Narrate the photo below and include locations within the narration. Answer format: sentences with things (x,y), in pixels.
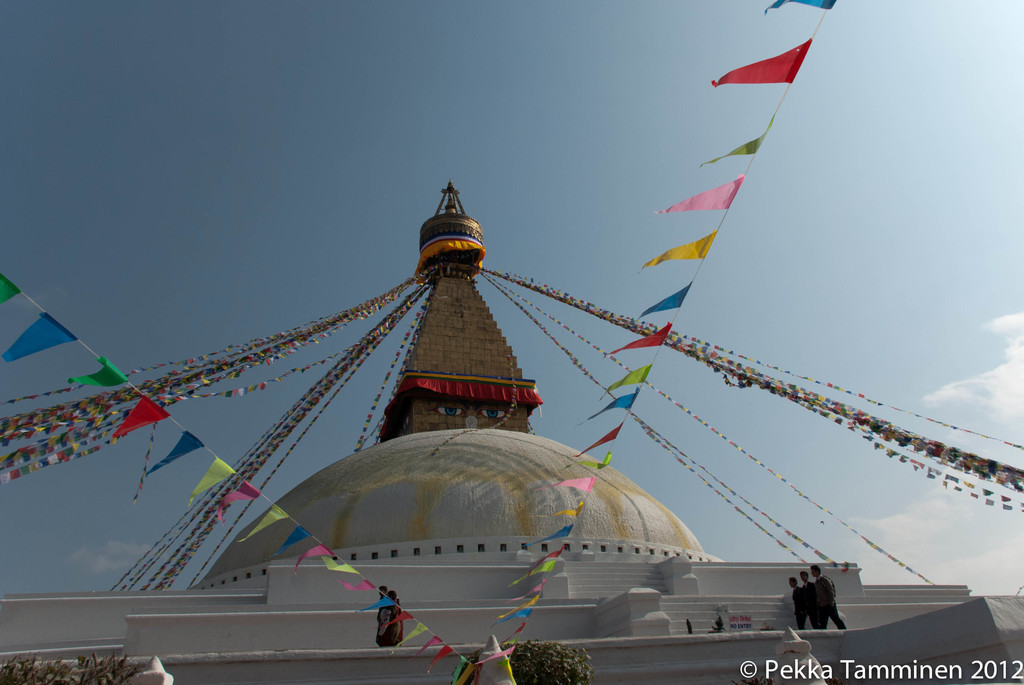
At the bottom of the image (8,641) there is a building (961,625), on the building (482,547) few people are standing and there are some plants (29,673). At the top of the image (676,64) there are some clouds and sky (169,169).
